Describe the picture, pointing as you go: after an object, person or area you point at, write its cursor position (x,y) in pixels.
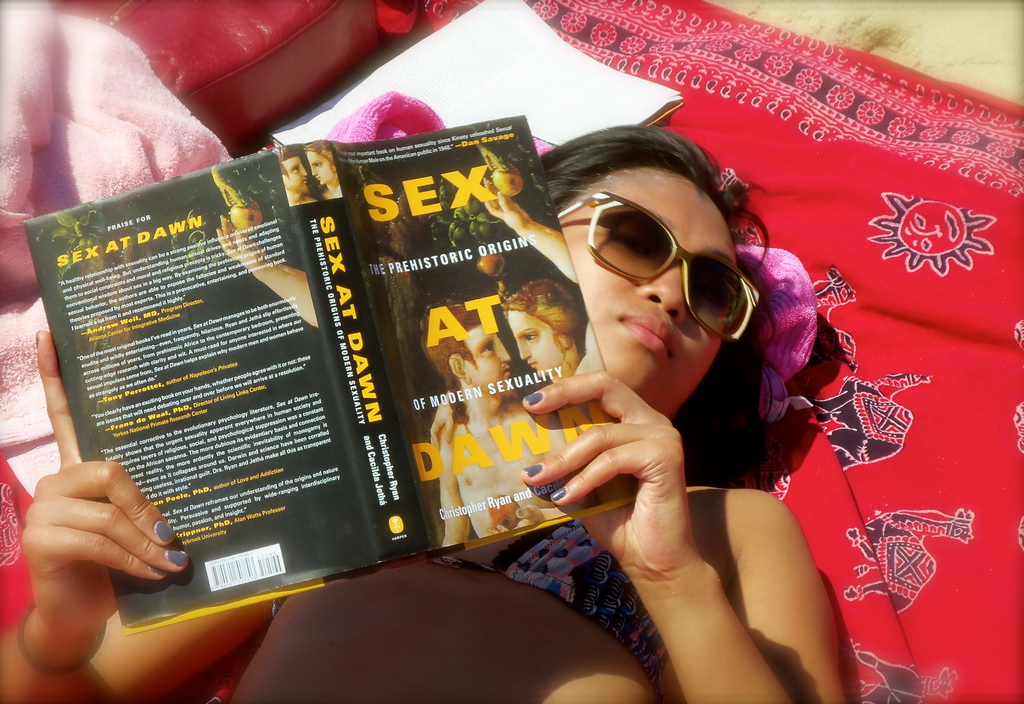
In the picture a woman (788,519) is laying on a red cloth (787,232) and she is reading some book (424,358). Beside the woman (560,676) there is a towel (84,122).
